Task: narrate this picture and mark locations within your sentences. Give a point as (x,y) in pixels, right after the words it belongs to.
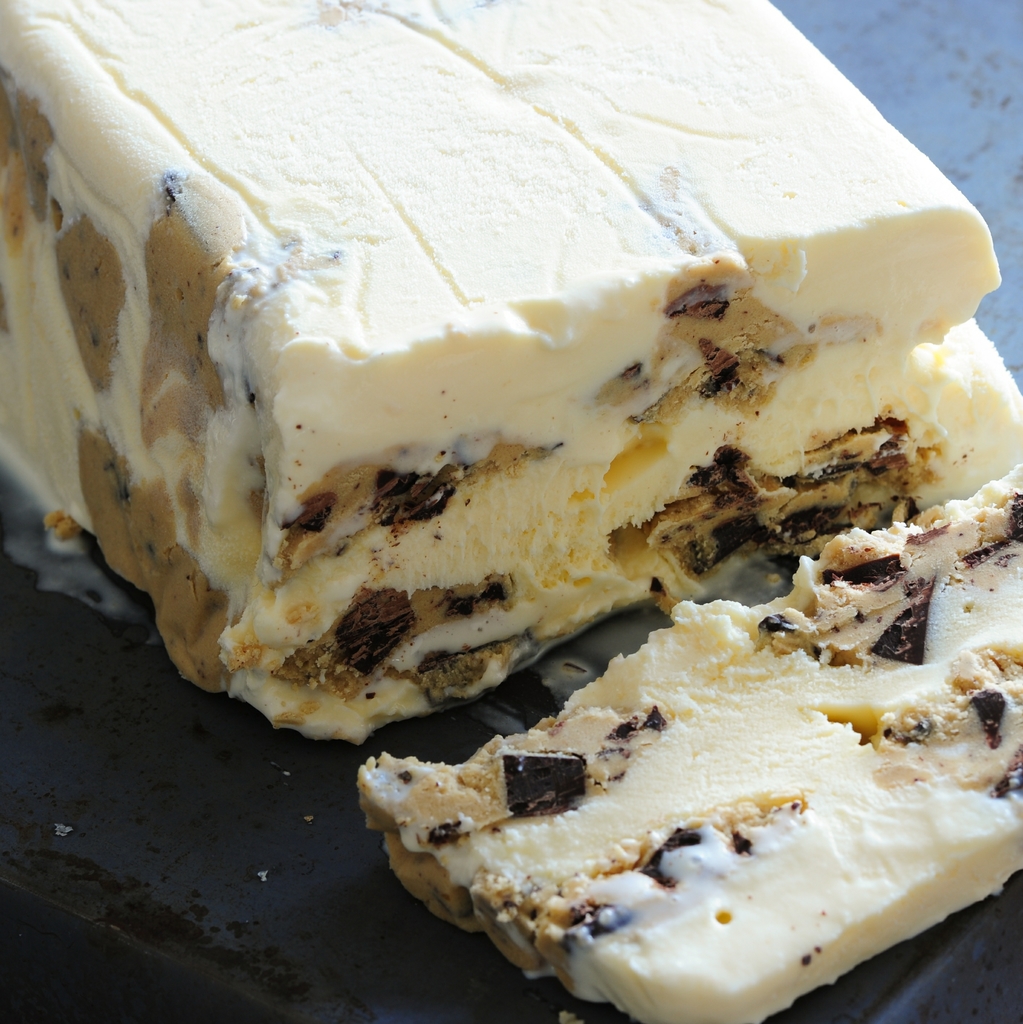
In this picture we can see an ice-cream (353,663) on the surface (295,849).
